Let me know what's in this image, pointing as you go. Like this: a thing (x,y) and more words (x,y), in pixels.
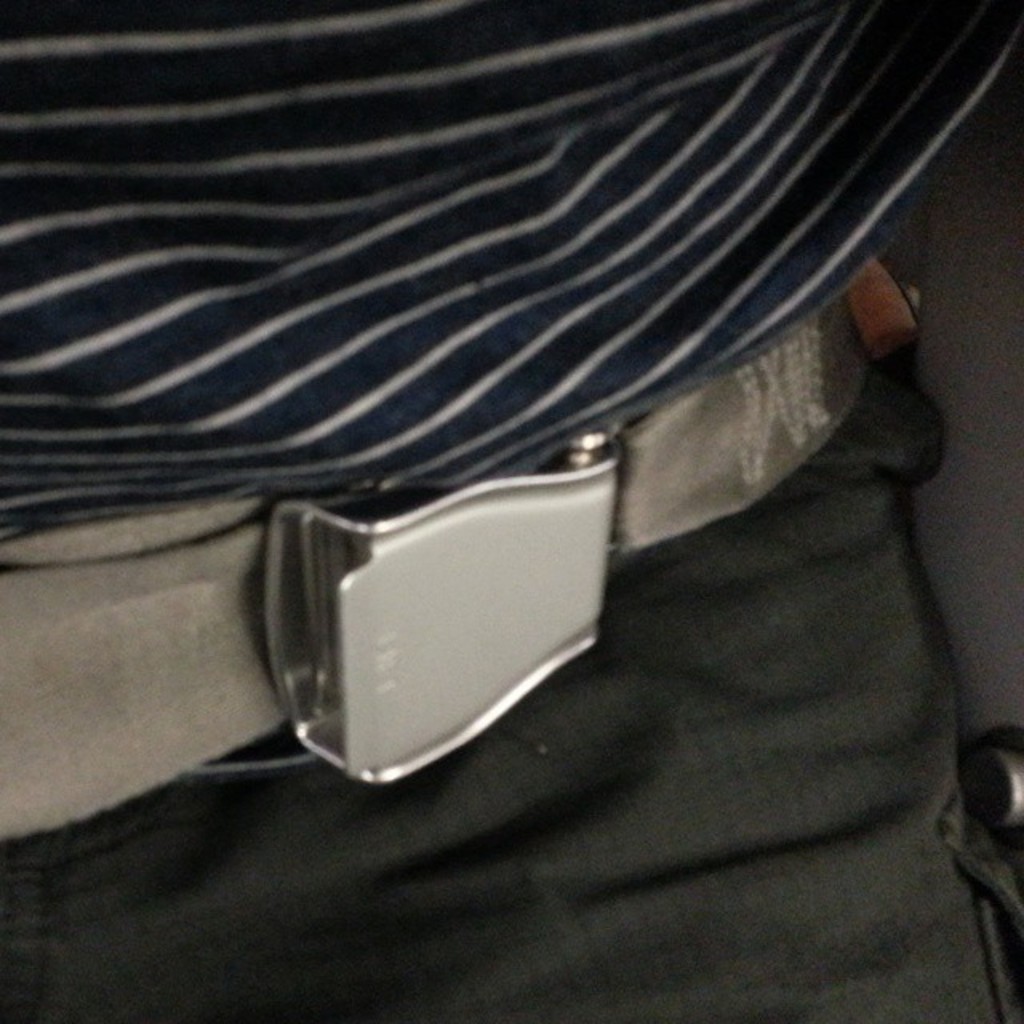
In this picture there is a belt (43,711) in the center of the image (665,492).
